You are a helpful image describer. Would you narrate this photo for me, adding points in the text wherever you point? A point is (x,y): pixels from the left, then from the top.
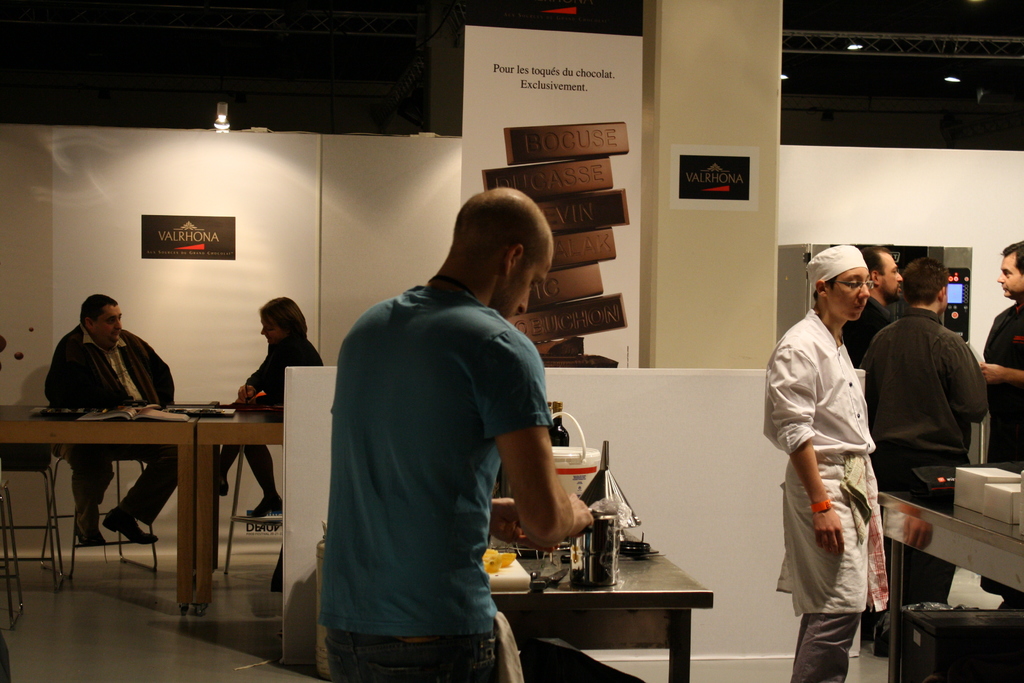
In this image there are group of peoples (477,396). On the left side (269,376) two people (276,364) are sitting and having a conversation with each other in their background (208,272) there is a background with a white colour wall (262,264) with a name valrhona (197,248), in the center (436,426) the man (423,489) is standing and is doing some work. At the right side (949,389) 3 persons (929,361) with black colour shirt (1009,340) are standing and person (820,407) with a white colour dress (823,406) seems like a chef (826,425) is standing and seeing at the table (995,525) which is in front of him. In background (739,303) there is a wall (877,211) and a banner (578,200) with a name (607,138) Bocuse.
